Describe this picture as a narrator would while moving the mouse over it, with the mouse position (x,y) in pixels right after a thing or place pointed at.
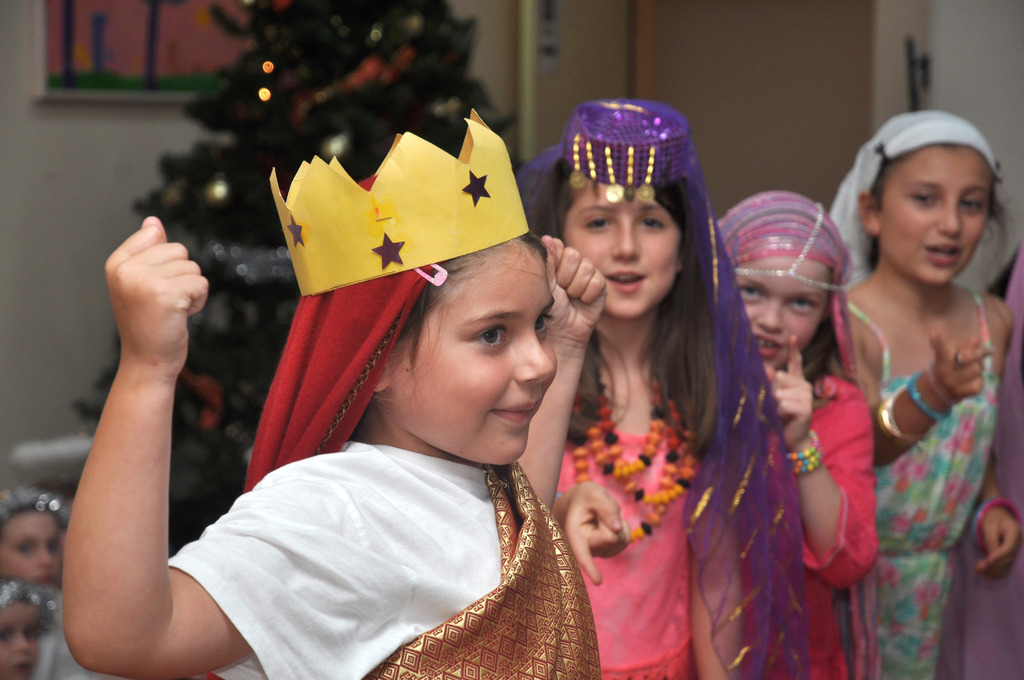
Girls (642,428) are standing wearing costumes (369,483). The girl (415,436) at the front (365,295) is wearing a yellow paper crown (359,261) and the background (345,13) is blurred.
